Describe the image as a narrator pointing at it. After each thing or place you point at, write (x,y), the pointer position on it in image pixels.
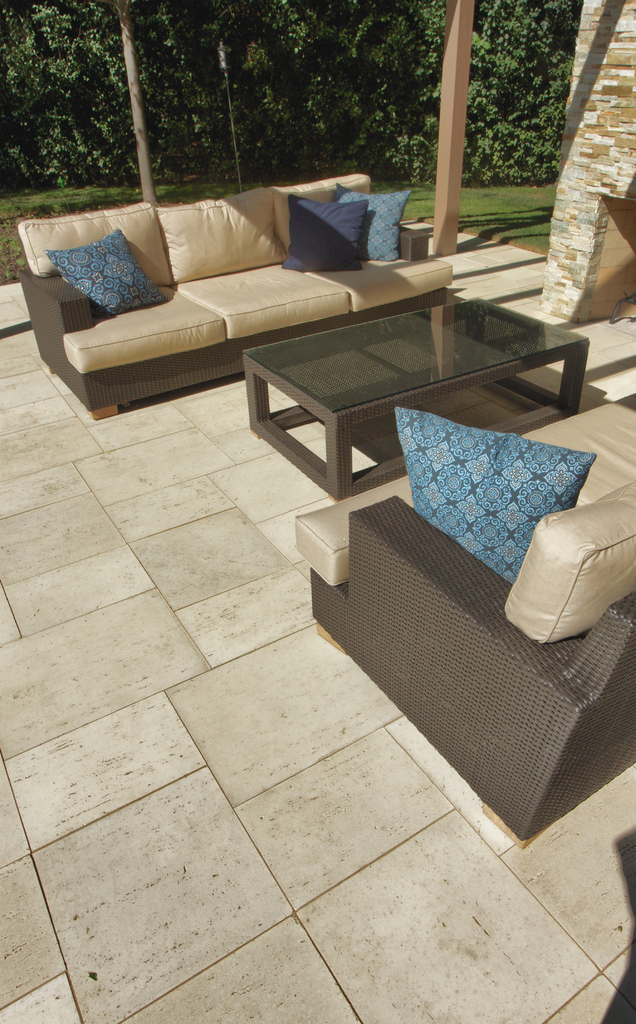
Here we can see a sofa set (232,220) and pillows (303,215) on it, and here is the table (411,348) on the floor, and at back (346,72) here are the trees (253,84).
